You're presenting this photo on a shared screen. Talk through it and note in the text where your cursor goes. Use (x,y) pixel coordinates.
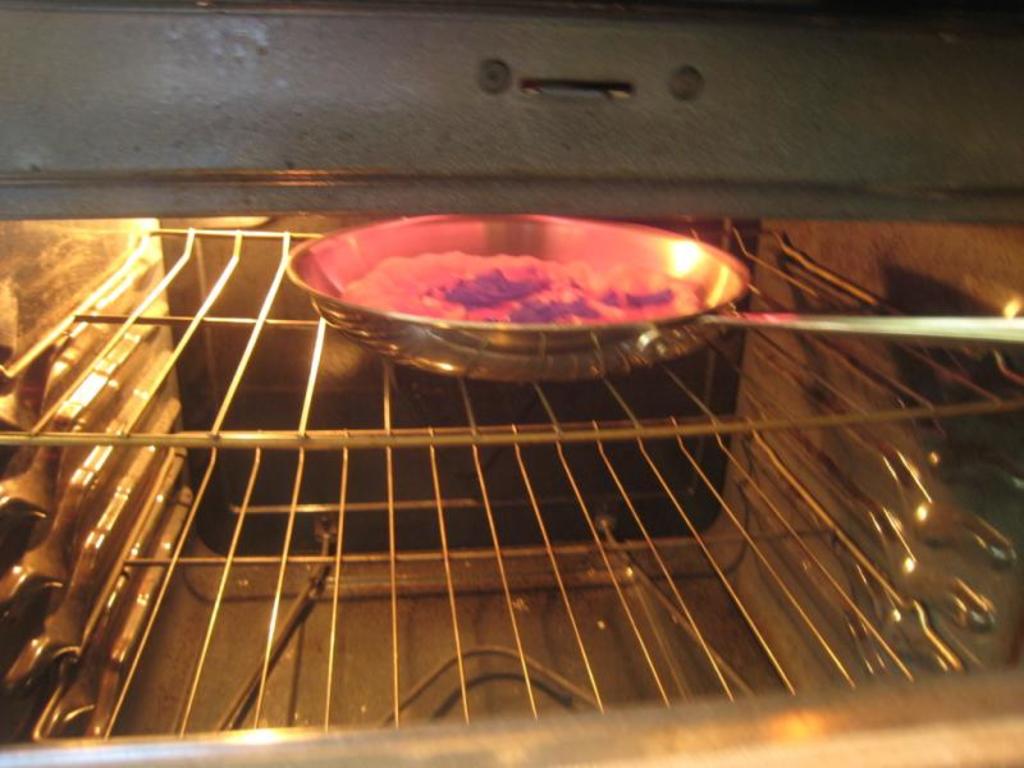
In the picture I can see a steel pan (541,351) on a grill (631,424). I can also see something in the pan (515,358).
